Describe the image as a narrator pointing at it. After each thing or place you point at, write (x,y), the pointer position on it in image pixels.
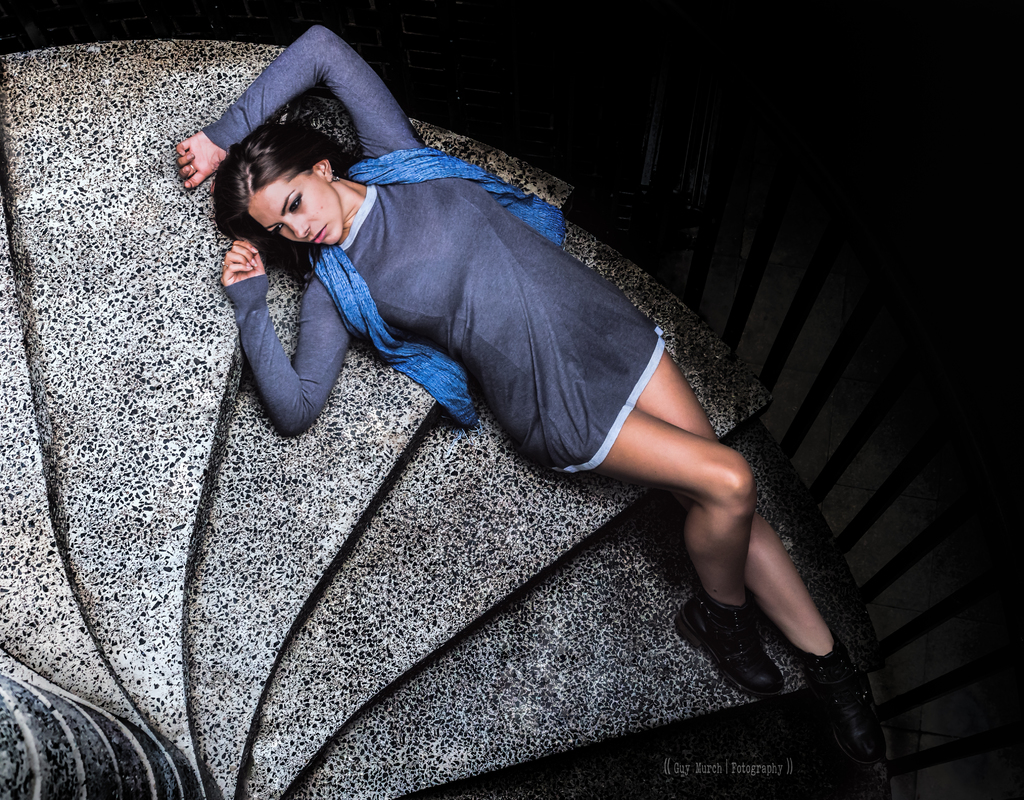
In this image, we can see a woman (485,348) lying on the stairs (423,413). On the right side of the image (867,475), we can see the railing (928,621) and dark view (992,151). At the bottom of the image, there is a watermark (784,776).
